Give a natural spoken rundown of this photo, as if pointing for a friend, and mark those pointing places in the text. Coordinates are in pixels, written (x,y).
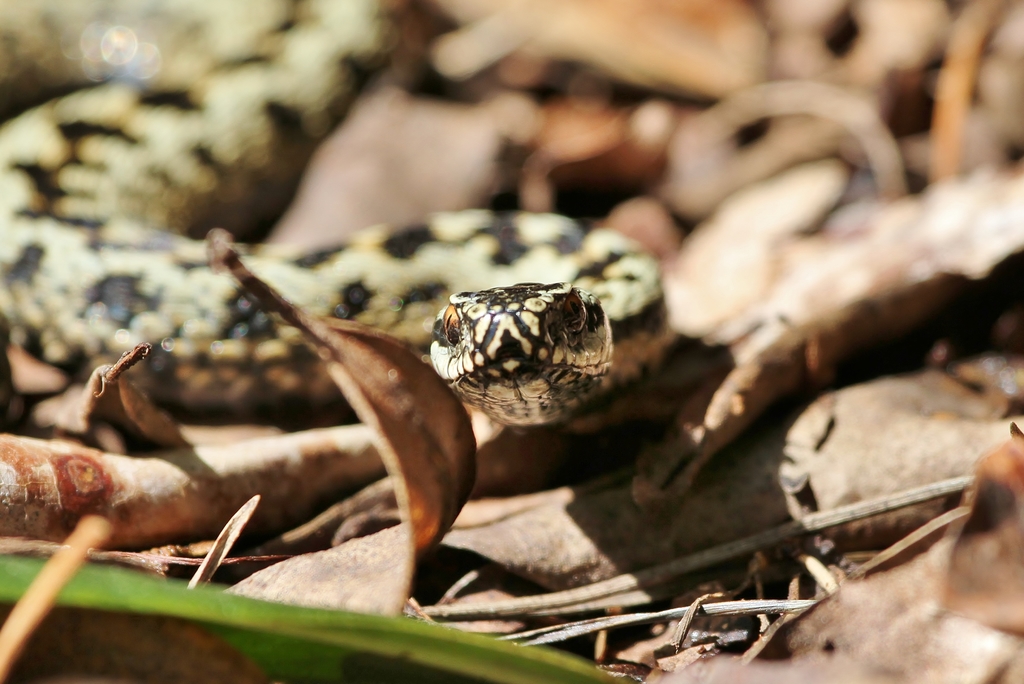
In this picture there is a snake (151,237). At the bottom (641,545) there are dried leaves (619,568) and there are sticks (680,570).
